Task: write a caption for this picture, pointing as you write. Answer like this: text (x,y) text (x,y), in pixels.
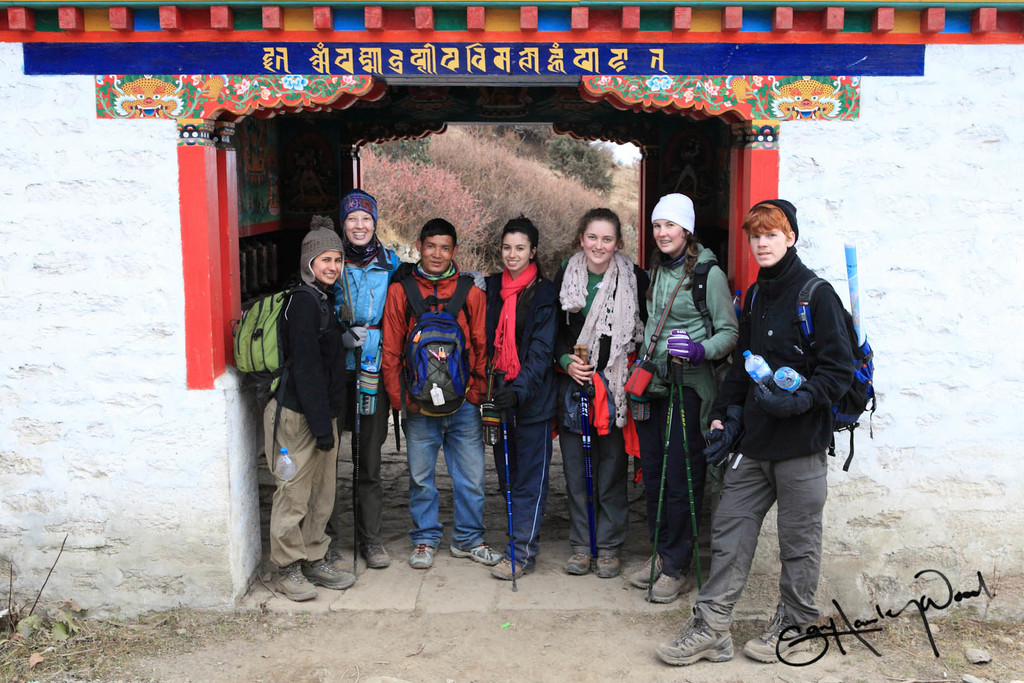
In this image there are group of people (514,394) standing, and some of them are wearing bags (441,353) and hats (311,247). And some of them are holding sticks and bottles (769,370), at the bottom (565,647) there is walkway (195,647) and some grass (151,625). And in the center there is a building (677,61), and at the top of the image (472,45) there is text (455,72) and in the background (487,203) there are some trees (472,155). And in the bottom right hand corner (809,626) there is some text (809,637).
